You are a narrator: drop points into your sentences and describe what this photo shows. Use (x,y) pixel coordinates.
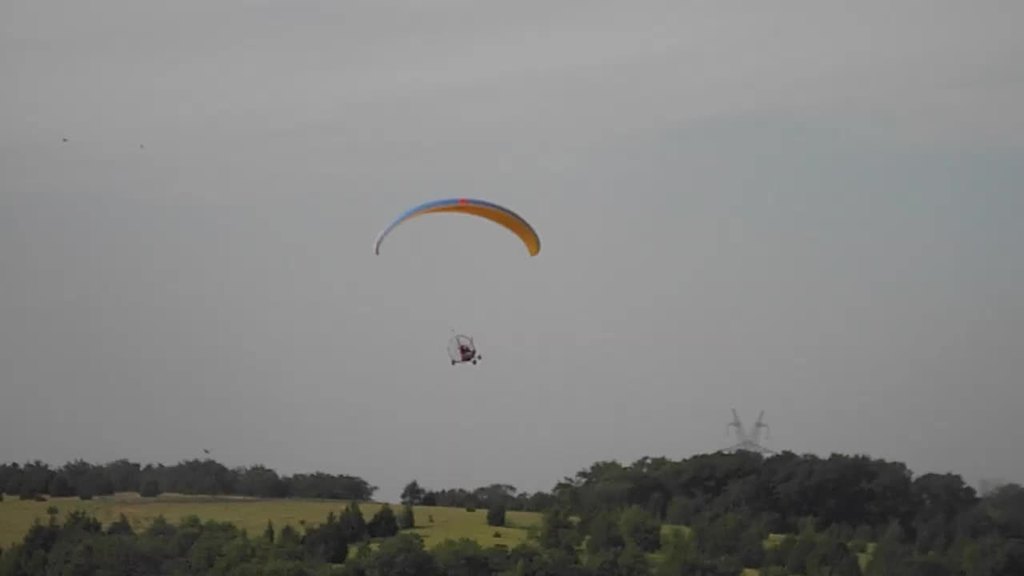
In this image I can see few trees (537,542) at the bottom (485,565). There is a parachute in the middle (428,284), at the top (597,103) there is the sky (596,108).
